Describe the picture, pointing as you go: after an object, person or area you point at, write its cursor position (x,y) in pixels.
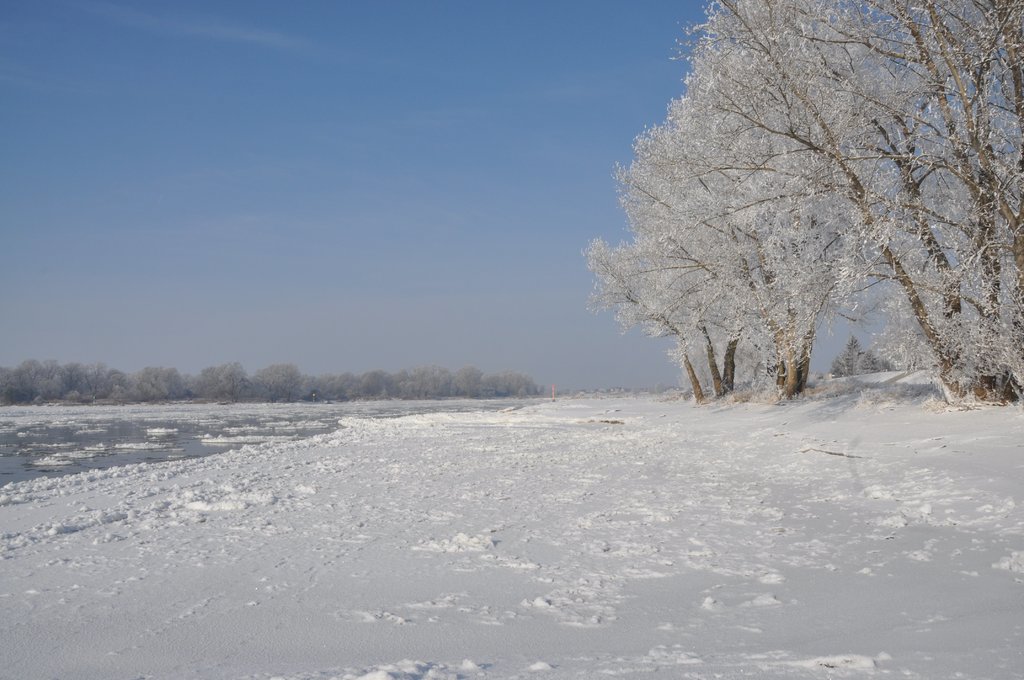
In this image, we can see so many trees (973,372). At the bottom (602,631), there is a snow (549,586). Background (94,460) we can see water (178,439). Top of the image (167,191), there is a sky (340,249).
